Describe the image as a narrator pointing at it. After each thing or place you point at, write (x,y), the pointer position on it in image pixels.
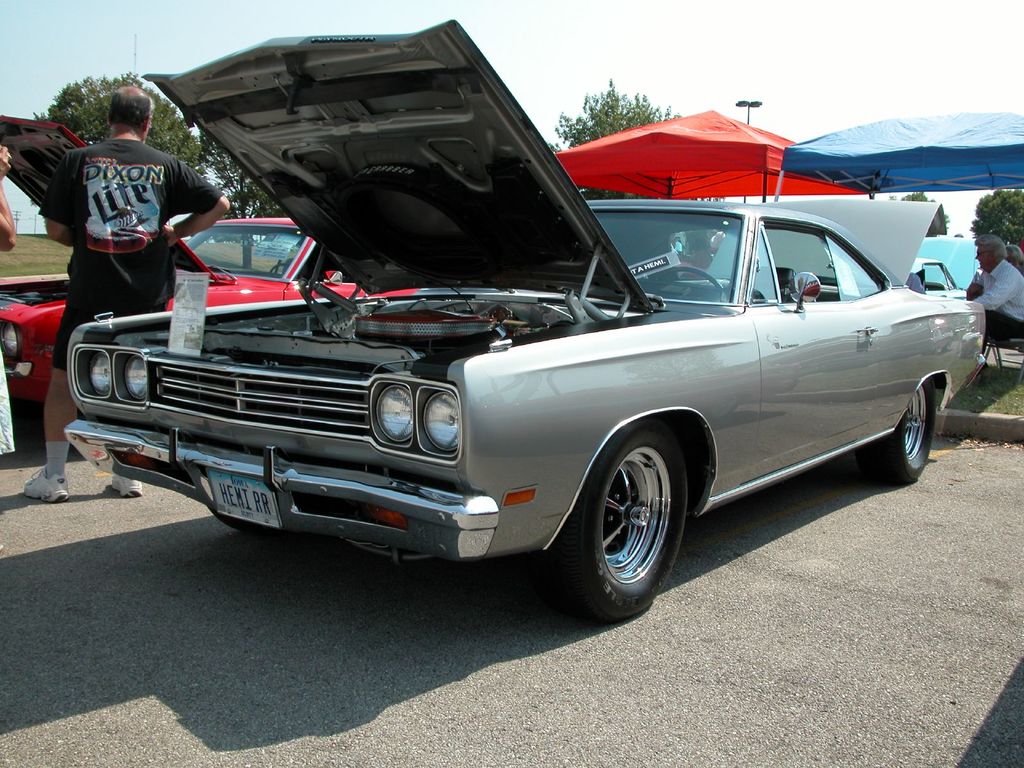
There are vehicles (325,306) on the road (510,752) and two persons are standing on the left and a person (992,290) is sitting on a chair (1014,343) on the right (994,294). In the background (636,184) there are tents (626,168), trees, poles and clouds (614,58) in the sky (22,56).
